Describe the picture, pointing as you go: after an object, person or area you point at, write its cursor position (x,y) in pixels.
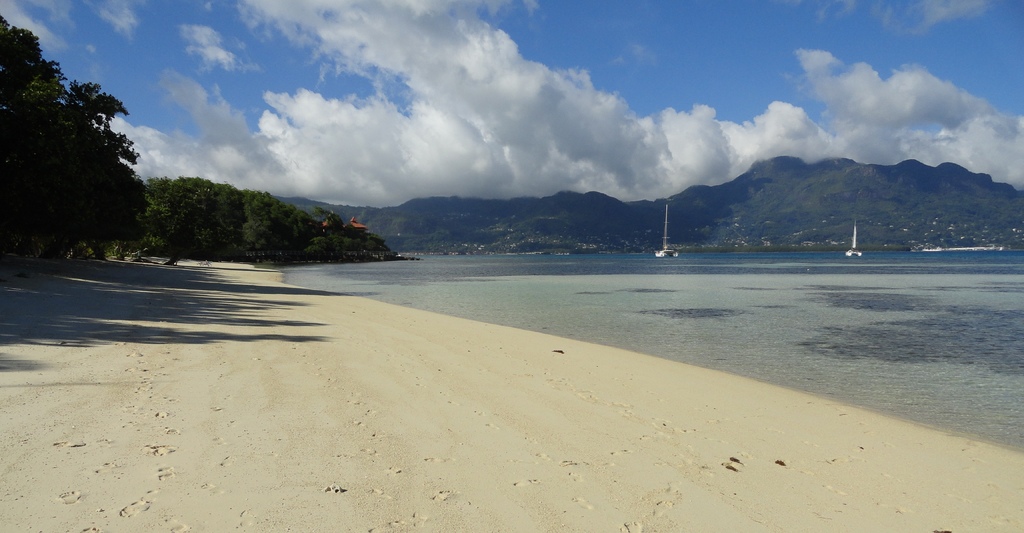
In this picture I can see boats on water (743,313). In the background (588,193) I can see mountain (623,214) and the sky (543,111). On the left side (84,207) I can see trees (135,208) and shadows (150,285) on the ground (148,304).
